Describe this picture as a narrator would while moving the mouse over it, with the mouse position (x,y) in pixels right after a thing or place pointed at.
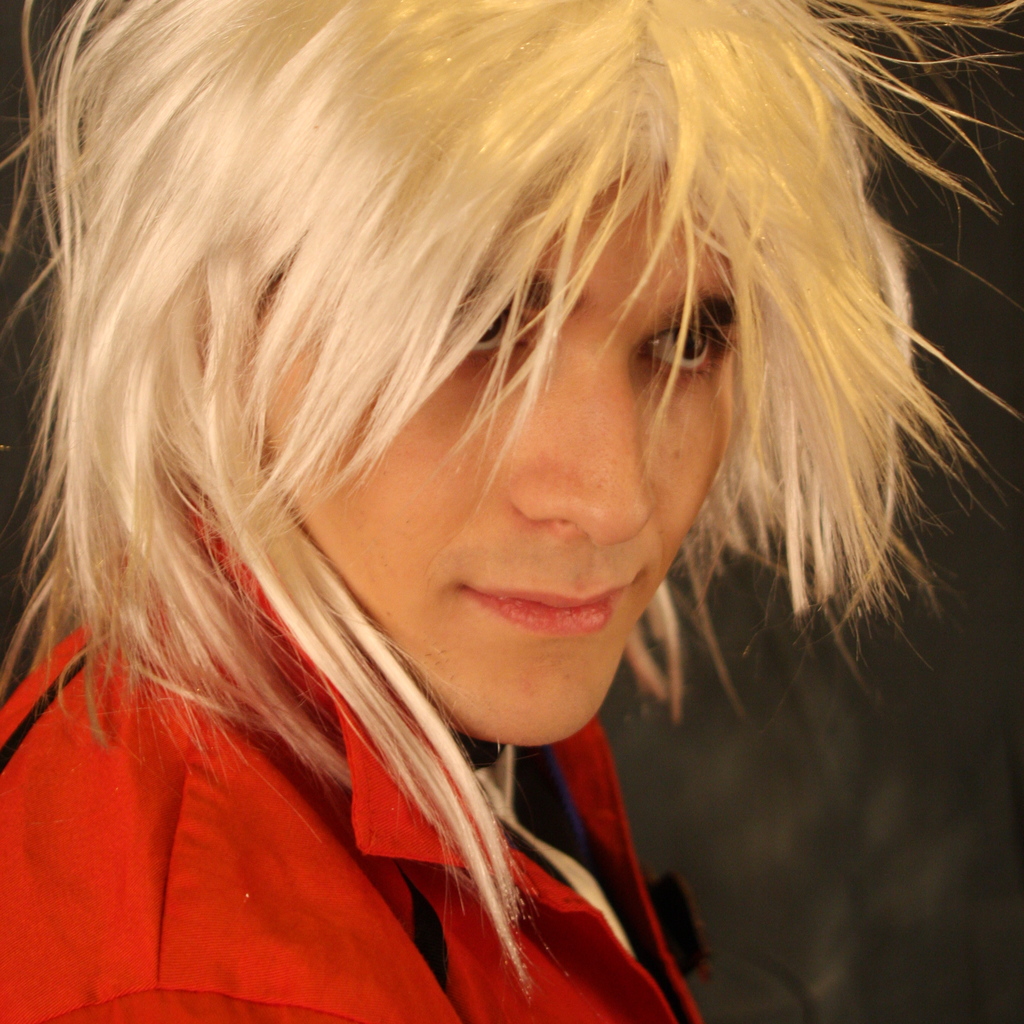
In this image there is a person (295,961).
